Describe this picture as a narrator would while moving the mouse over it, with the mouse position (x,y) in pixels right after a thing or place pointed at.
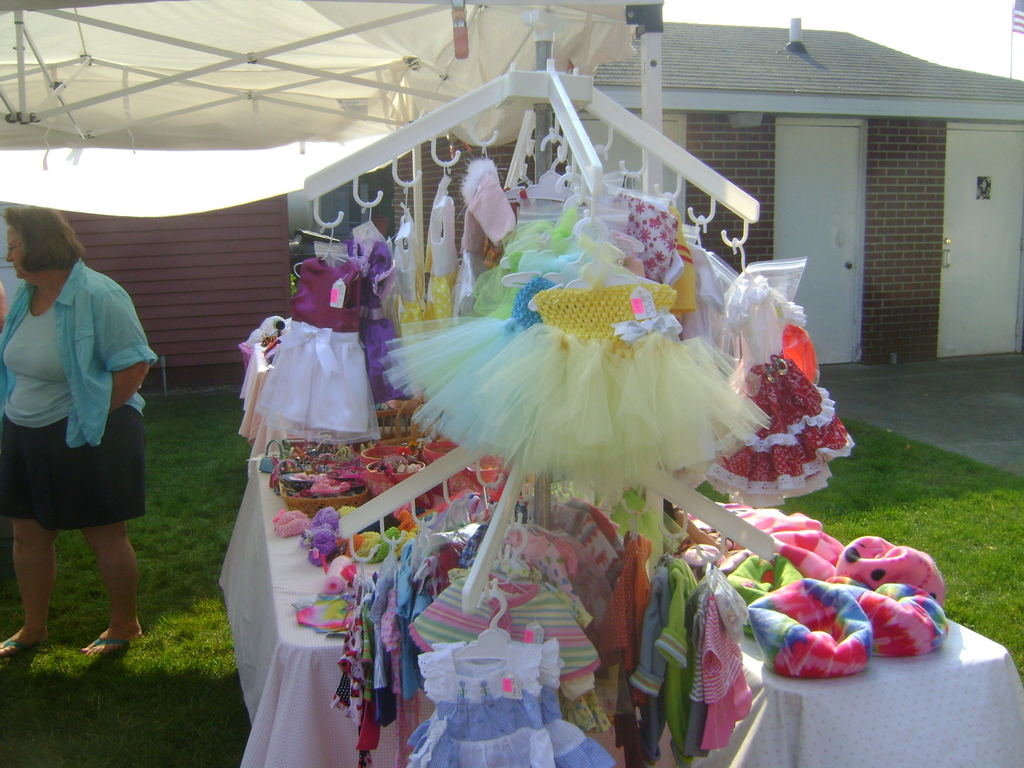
In this picture there are clothes (419,306) which are hanged and placed on the tables (766,710) in the center of the image (429,360) and there is a house (752,148) in the background area of the image (1001,151), there is a lady (42,595) on the left side of the image (88,493).
